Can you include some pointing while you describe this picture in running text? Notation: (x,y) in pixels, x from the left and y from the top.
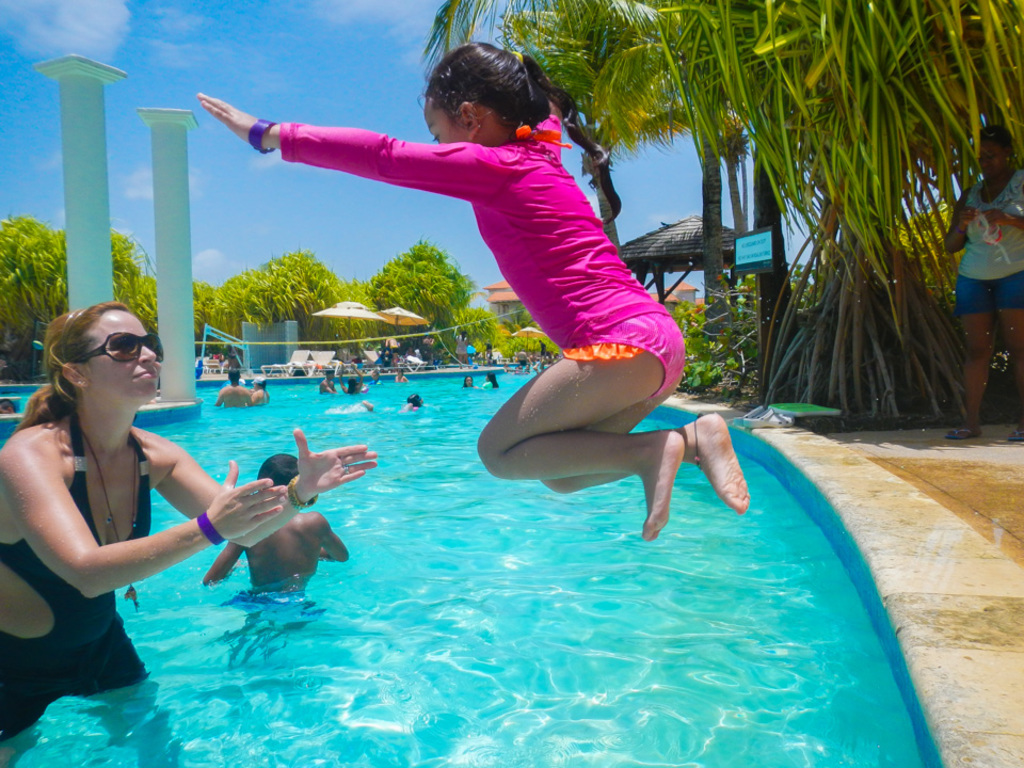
In this image I can see group of people (542,270), in front (515,267) I can see two persons (601,334), one person (235,496) is standing in the swimming pool (170,517) and the other person (556,247) is in air. The person (597,255) is wearing pink dress (597,255), background (349,210) I can see trees (797,365) in green color and sky (327,50) in blue and white color.
